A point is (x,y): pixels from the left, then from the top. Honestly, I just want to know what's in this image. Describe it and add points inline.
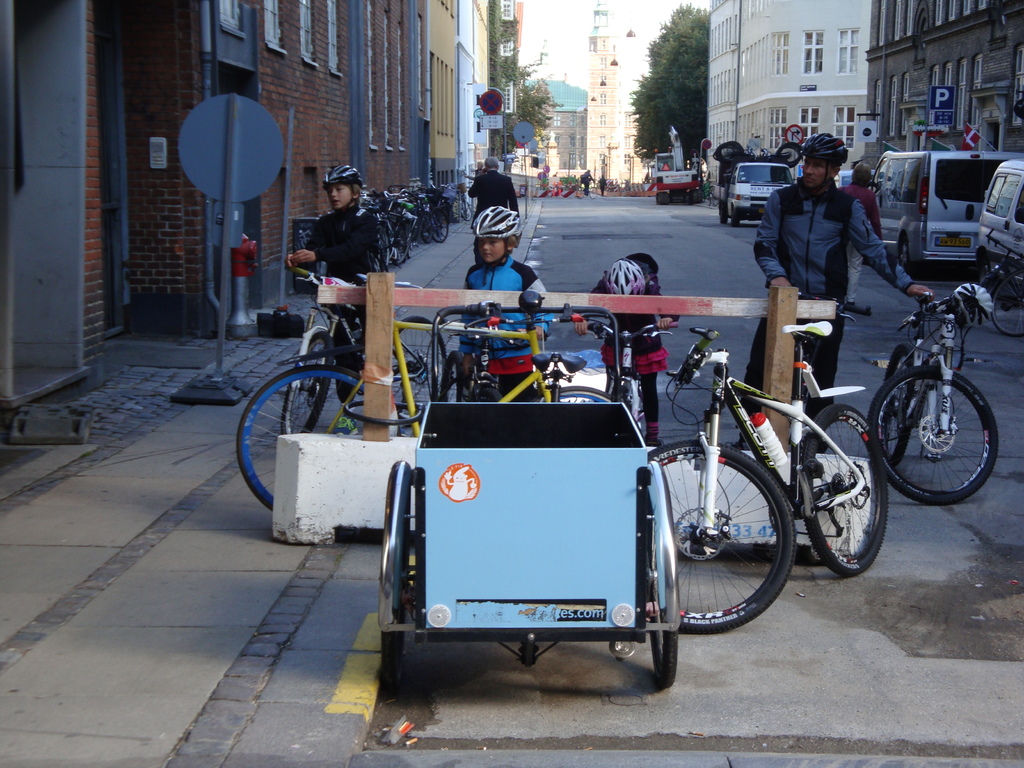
In this image in the center (656,403) there are some people (786,250) who are standing and they are holding cycles (315,343) and also they are wearing helmets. On the right side (775,111) and left side (310,150) there are some buildings (318,140), trees (701,98) and some vehicles (750,190). On the left side (253,450) there is one footpath (397,267), on the footpath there is one person (482,182) who is walking and there are some cycles (394,226) which are parked. In the background (551,148) there are some buildings (600,138), trees (689,110) and some other vehicles (658,178). At the bottom (728,689) there is a road (684,690).
